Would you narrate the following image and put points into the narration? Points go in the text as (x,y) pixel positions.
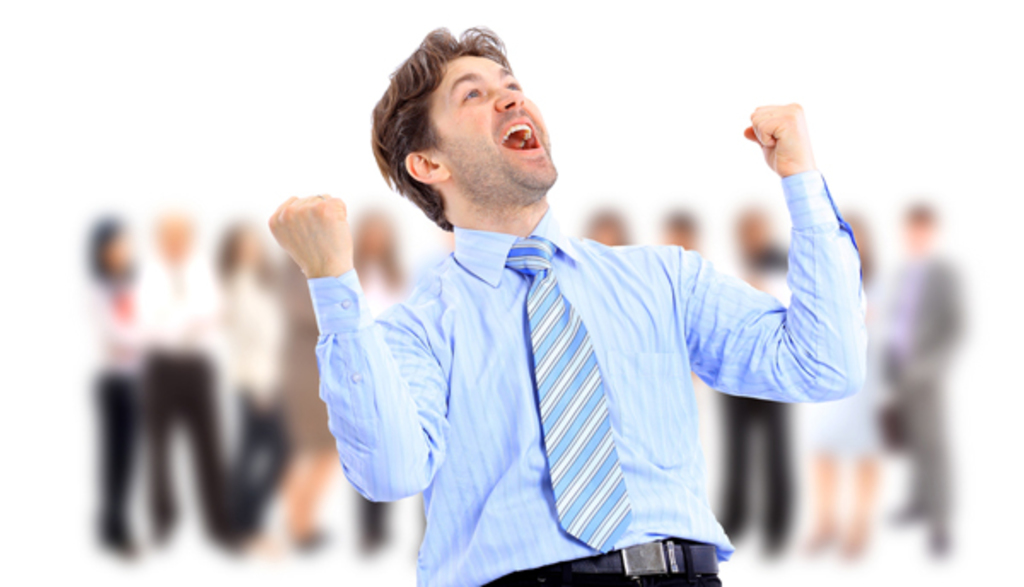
In this image I can see a person (486,355) wearing blue shirt (455,387), blue and white colored tie (545,394) and black color pant (666,586) is standing. I can see the blurry background (187,292) in which I can see few persons (229,313) standing.
